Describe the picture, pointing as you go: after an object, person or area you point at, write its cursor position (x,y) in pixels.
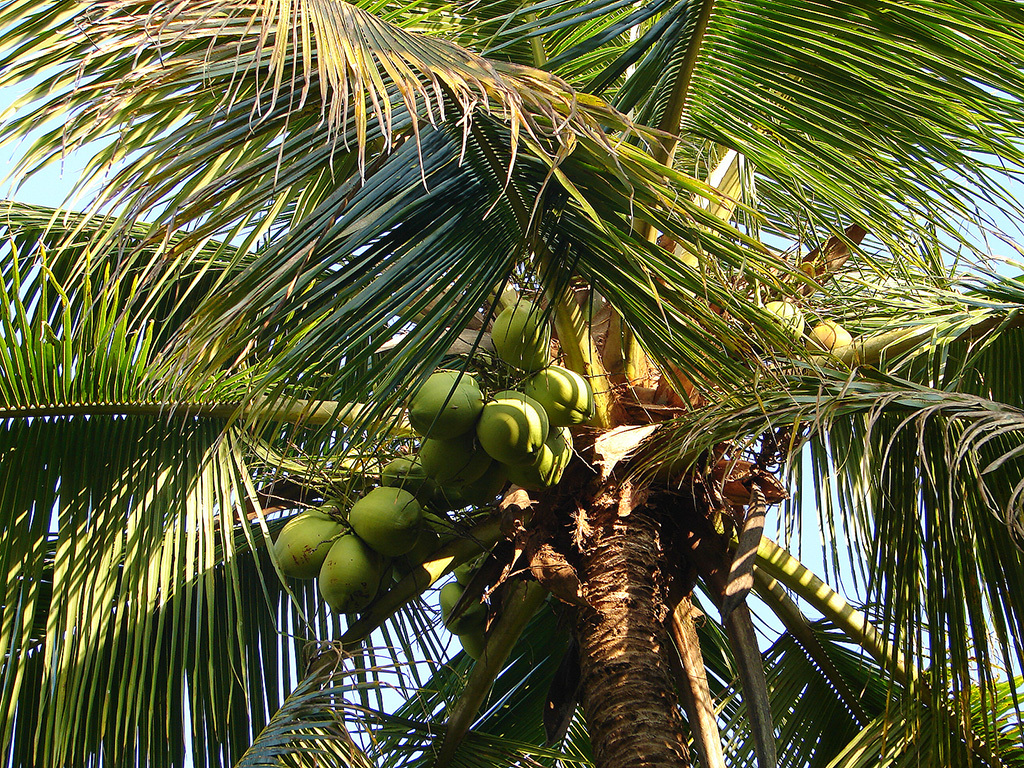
In this image I can see a coconut tree (655,427) and the sky (977,191). This image is taken may be during a day.
